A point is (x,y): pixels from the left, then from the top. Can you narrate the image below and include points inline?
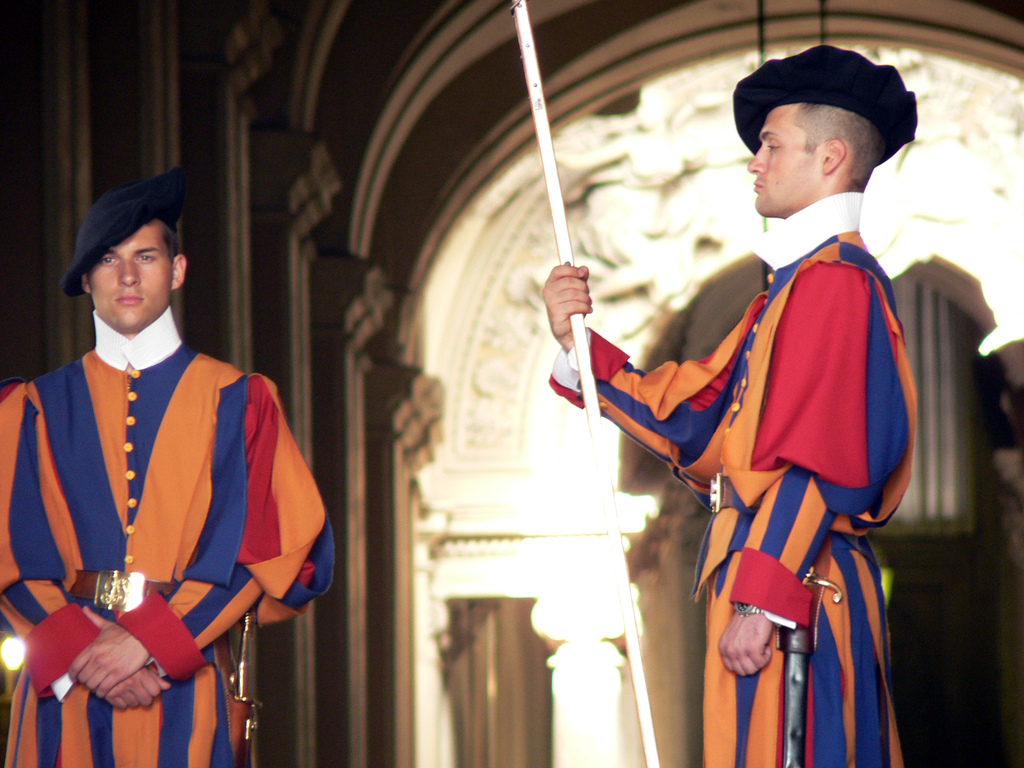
As we can see in the image there are buildings (394,194) and two people (162,444) standing in the front (754,515).
